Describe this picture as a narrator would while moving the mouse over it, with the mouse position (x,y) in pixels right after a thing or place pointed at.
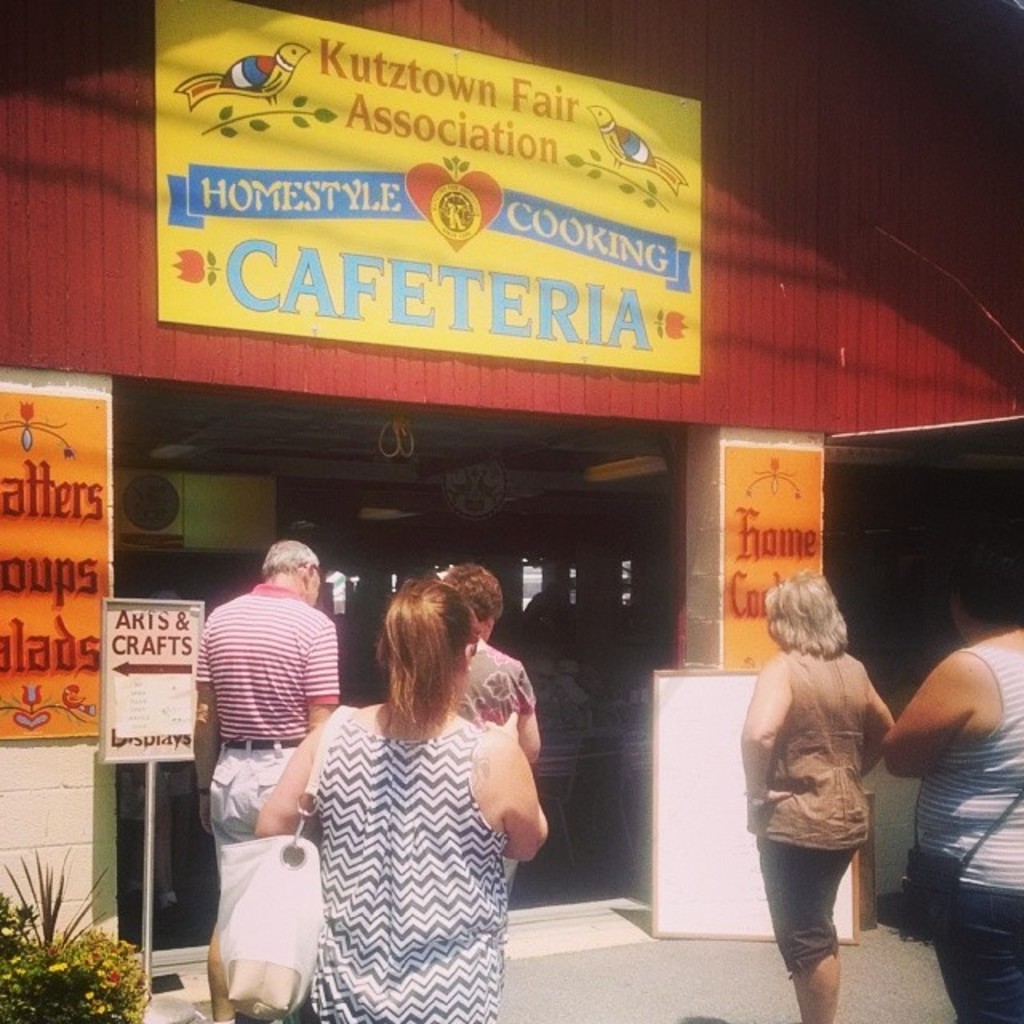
In this image we can see people (965,975), boards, plants (60,1003), flowers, road (900,949), pillars (740,490), wall (153,339), and other objects (398,514).
